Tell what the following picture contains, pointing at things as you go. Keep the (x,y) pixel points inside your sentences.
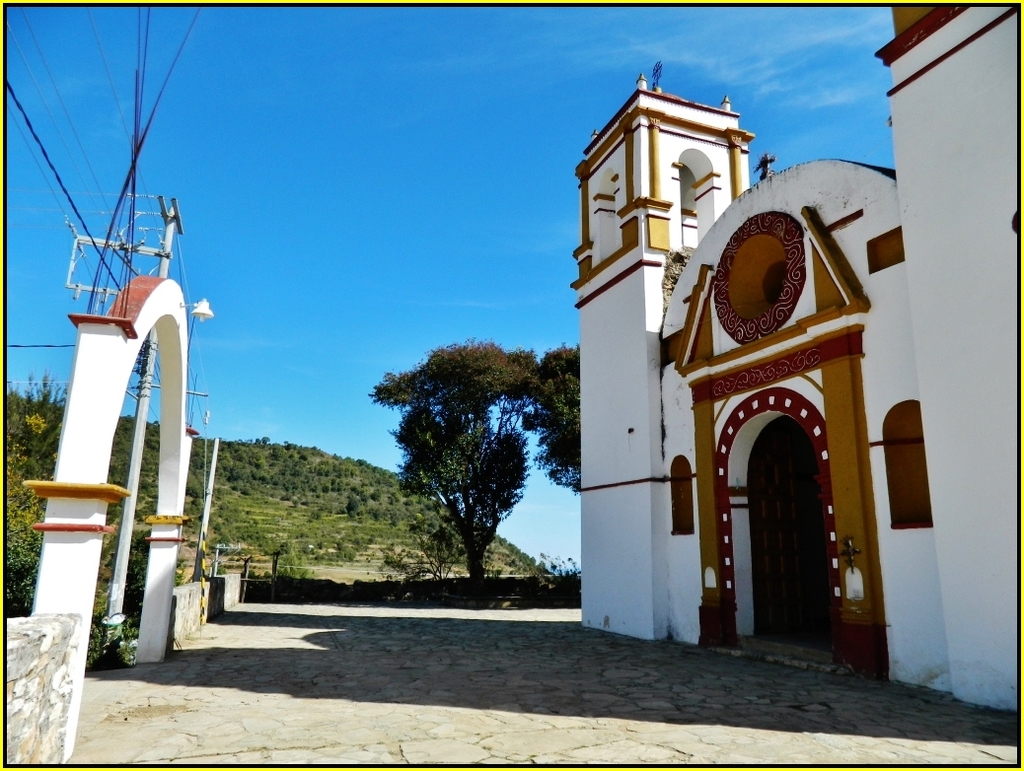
We can see building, arch (52,593), wires (32,131) and poles (131,447). In the background (411,492) we can see trees (233,471) and sky (392,224) in blue color.
